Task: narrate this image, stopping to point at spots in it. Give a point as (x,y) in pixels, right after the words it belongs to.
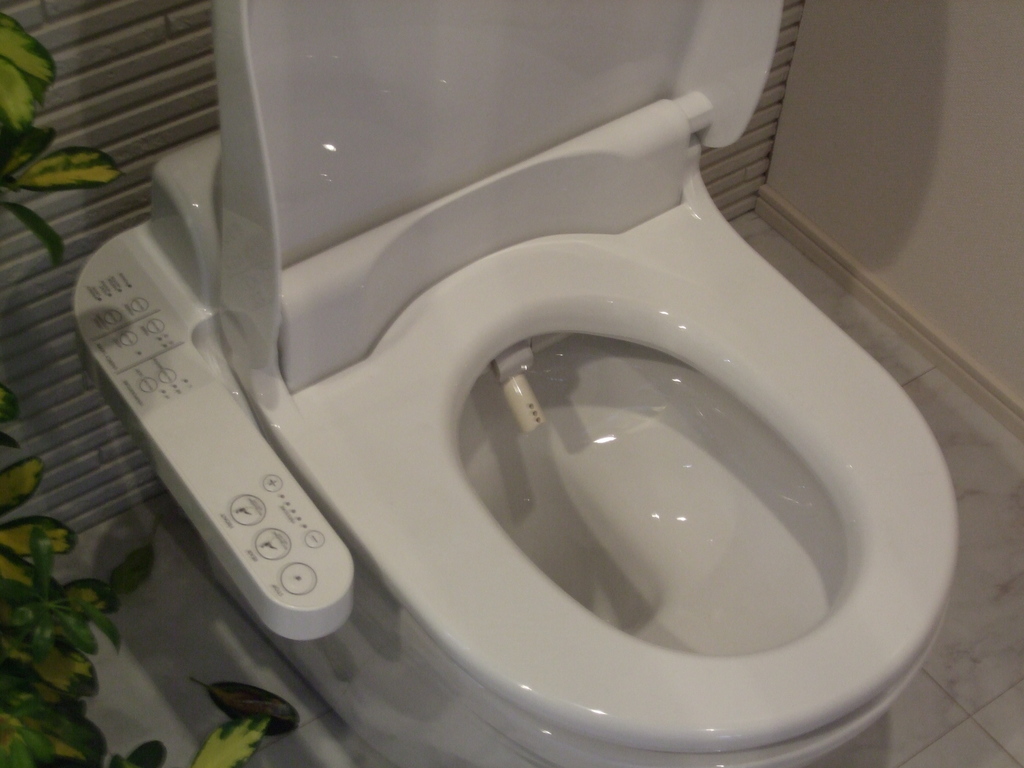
In this image there is a toilet seat (326,460), and in the background (144,202) there is a plant (5,169) and wall (940,208).
